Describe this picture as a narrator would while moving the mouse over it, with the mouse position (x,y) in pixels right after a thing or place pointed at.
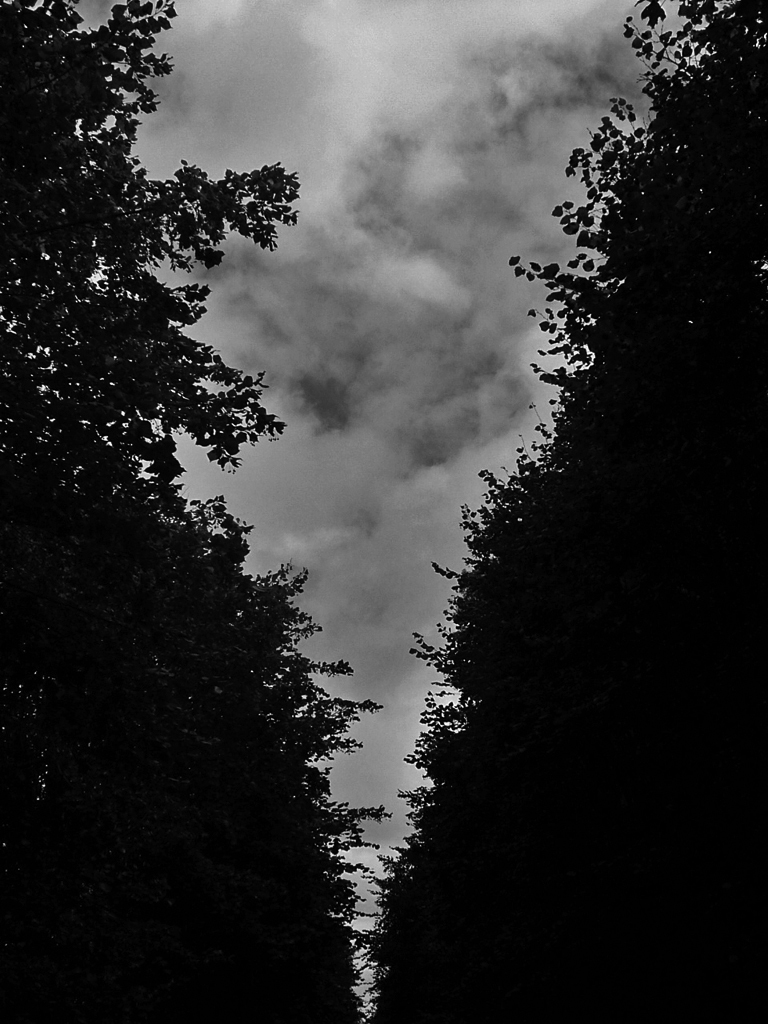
In this image we can see group of trees (457,708) and in the background (407,191) we can see cloudy sky (383,322).
